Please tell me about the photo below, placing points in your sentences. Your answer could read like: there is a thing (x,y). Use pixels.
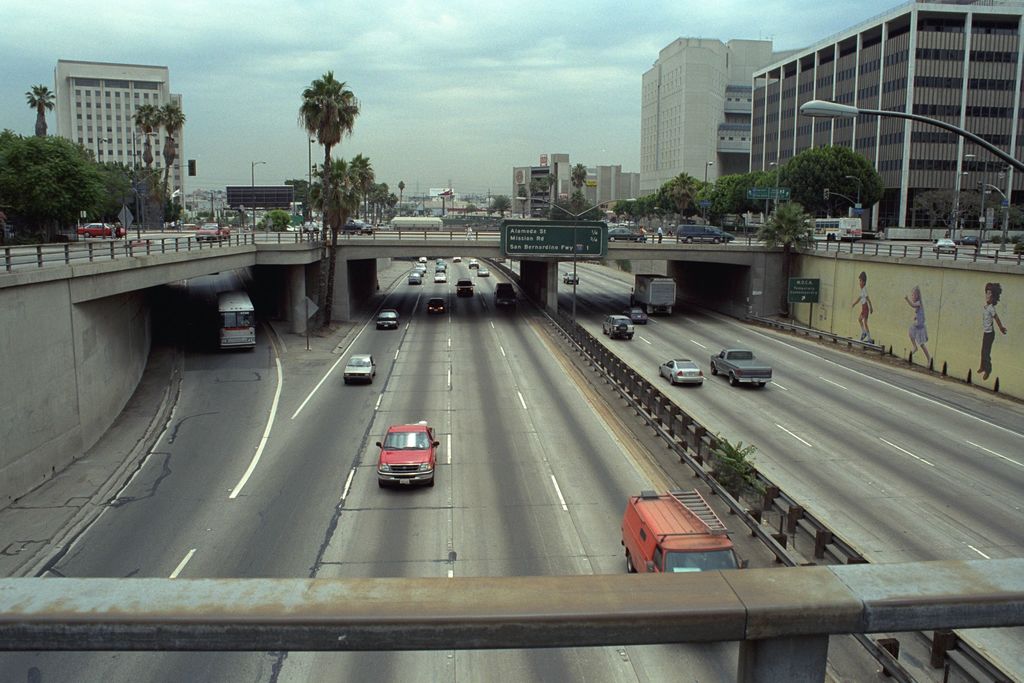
In the center of the image (428,234) there is a bridge (223,256). At the bottom (408,557) there is a road (312,472) and we can see vehicles (680,543) on the road (716,387). In the background (15,215) there are buildings (691,106) and trees (790,218). On the right (995,153) there is a pole (1010,157). In the background (533,63) there is sky (261,45).
